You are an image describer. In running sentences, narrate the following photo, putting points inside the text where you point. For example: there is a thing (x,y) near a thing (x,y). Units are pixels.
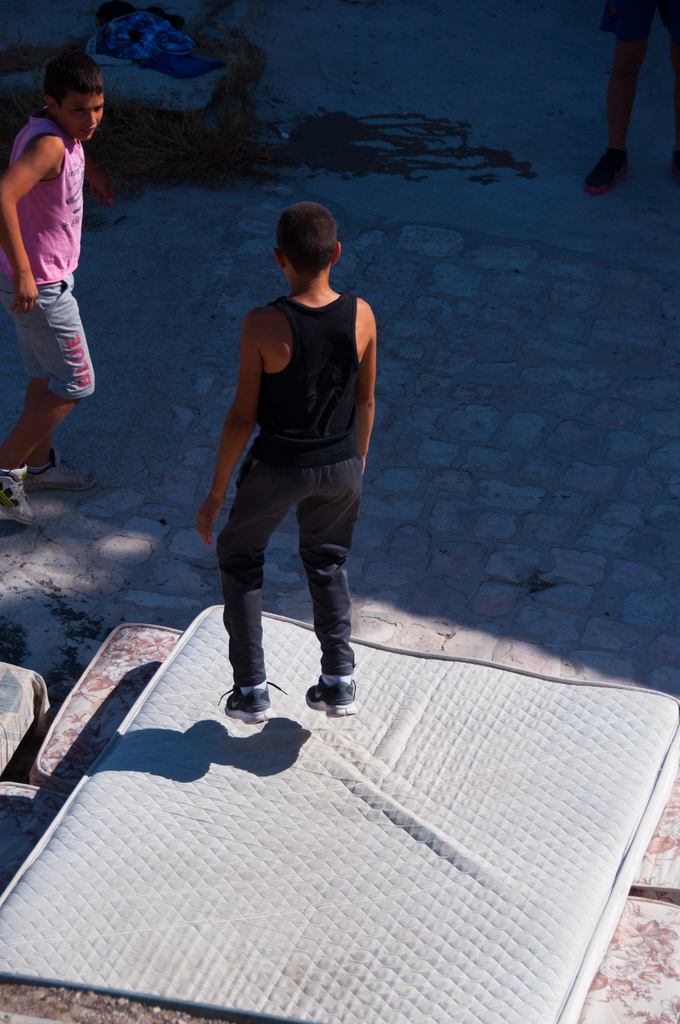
In this image, we can see people (45,90) and one of them is jumping on the bed (291,730) and in the background (166,45), we can see some other objects (199,66) and some more beds (638,937) on the ground (495,424).
